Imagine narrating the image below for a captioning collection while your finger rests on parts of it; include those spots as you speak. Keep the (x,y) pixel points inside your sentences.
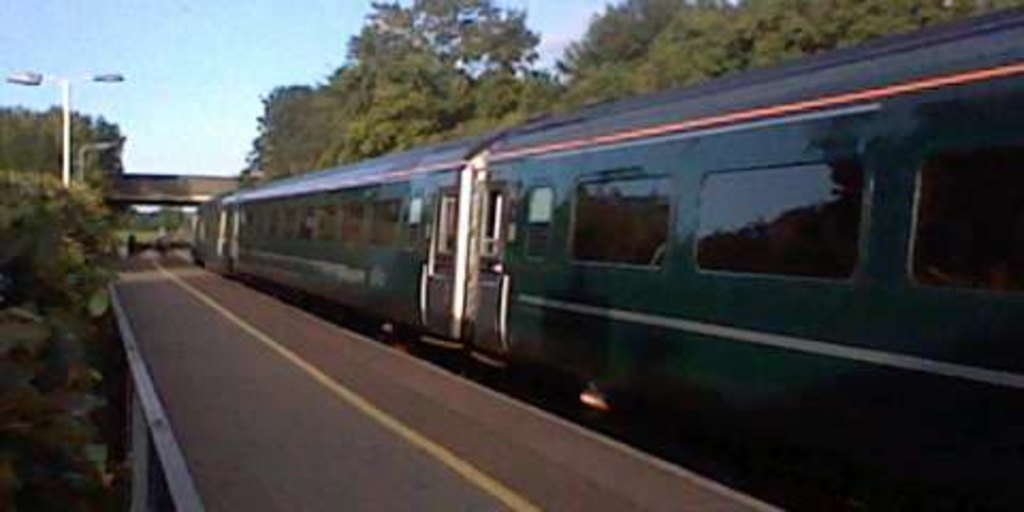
It is a blur image. In this image, we can see train (582,278), glass windows (651,203), doors (483,283), platform (458,497), trees (35,199), pole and bridge (165,189). Background (170,113) we can see the sky (170,95).
